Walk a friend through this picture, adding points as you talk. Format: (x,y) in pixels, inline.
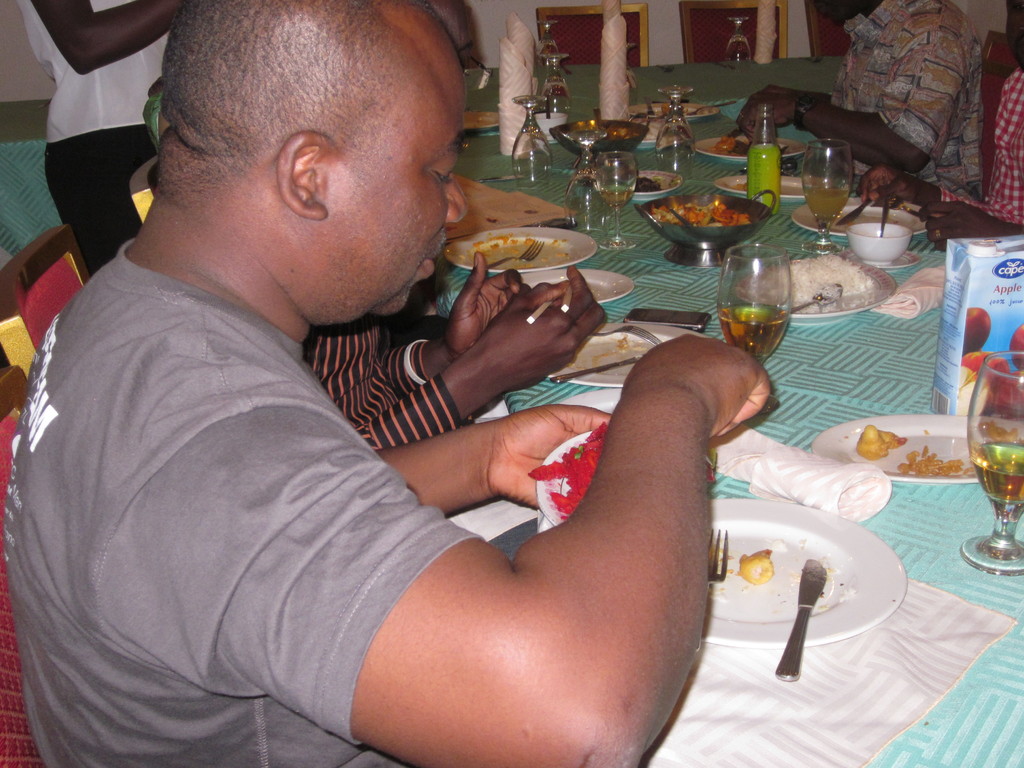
There is a table (818,367) in this picture on which some plates (750,596), tissues (821,486), clothes (928,304), knives (808,581), forks (708,567), glasses (731,291) and some food items (796,282) were present. Around the table (781,757), there are some people (338,432) sitting and eating the food (816,280).
